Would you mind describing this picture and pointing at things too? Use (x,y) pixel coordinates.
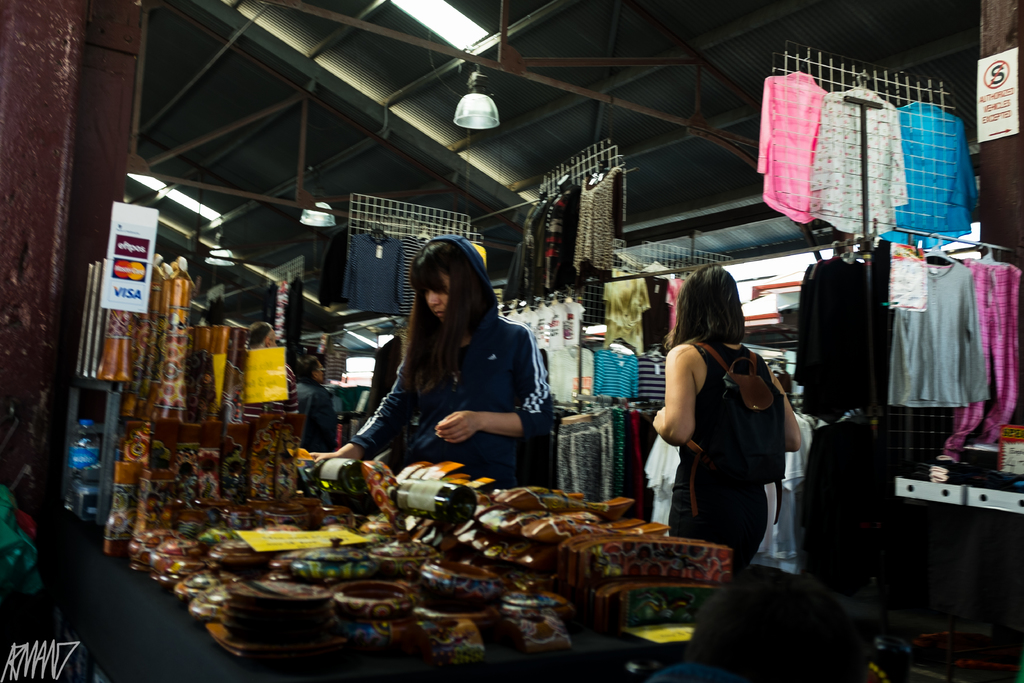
In this picture I can see couple of them (683,376) standing and woman (709,392) wore a backpack (745,470) and I can see few items (460,556) on the table (329,682) and I can see few clothes (815,101) to the hangers (545,199) and I can see lights (476,74) on the ceiling (951,82) and a board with some text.
